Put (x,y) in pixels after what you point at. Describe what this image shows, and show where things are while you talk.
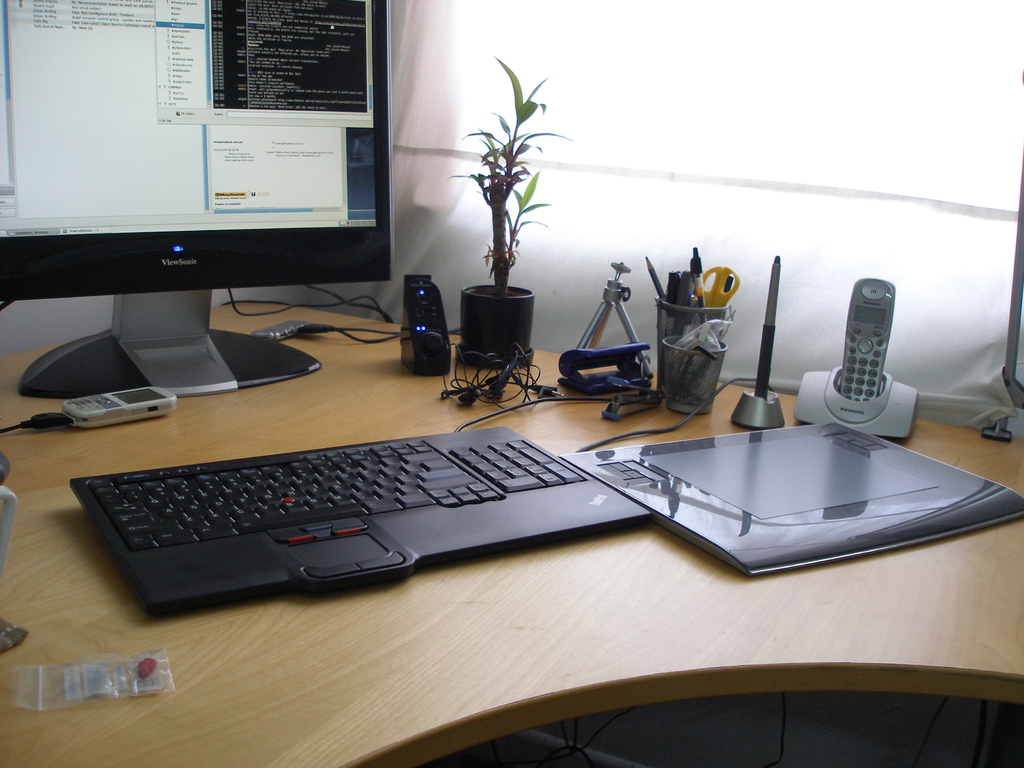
There is a table (378,653) on which a computer (203,520) was placed along with a graphics tablet (798,505), mobile phones (881,321) and some accessories (632,345) on it. In the background (717,240) there is a window curtain (714,98).
